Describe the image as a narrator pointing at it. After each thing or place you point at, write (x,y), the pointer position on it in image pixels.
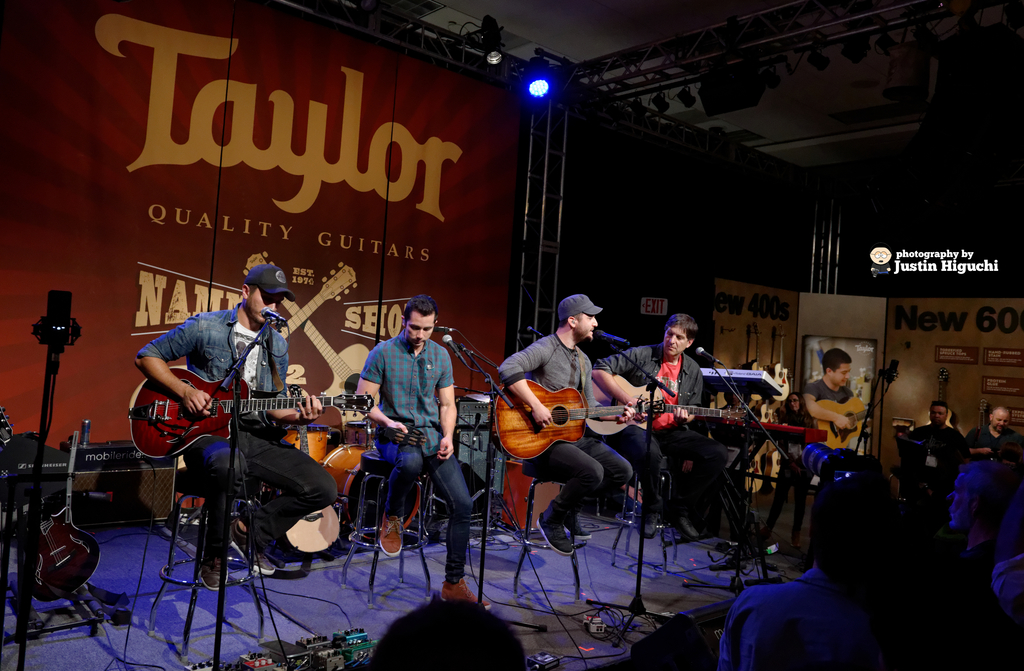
In the image we can see there are people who are sitting on chair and holding guitar (178,419) in their hand (846,419).
